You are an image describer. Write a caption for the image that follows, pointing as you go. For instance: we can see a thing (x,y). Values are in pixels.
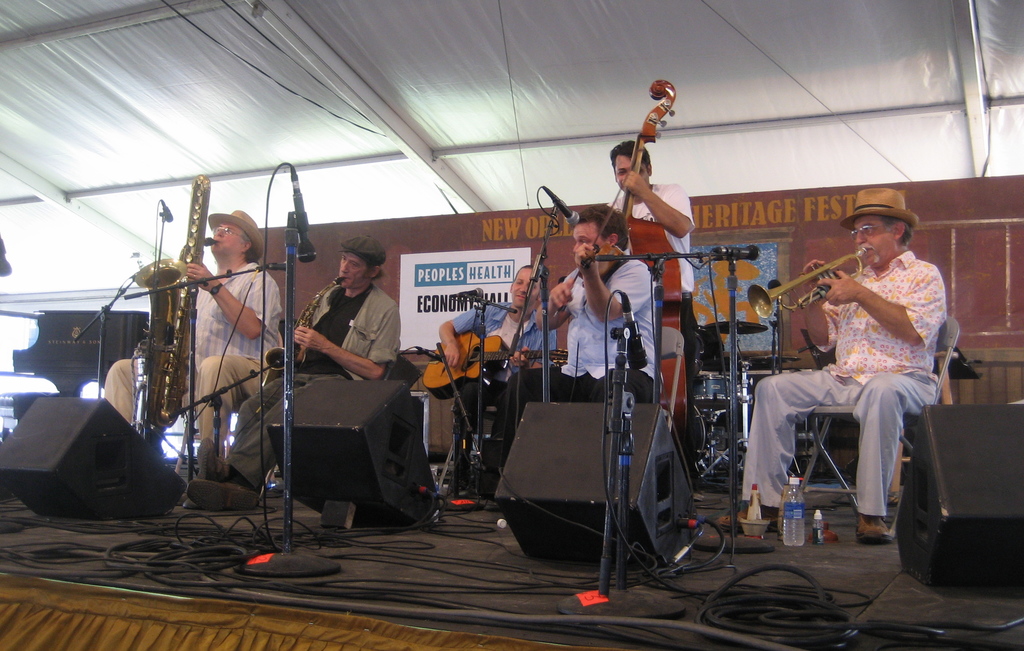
On the right side of the image (852,284) we can see this person (872,334) is playing trumpet (860,265). This person (597,329) is playing violin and this person (539,325) is playing guitar (495,362). On the left side of the image (223,298) we can see this persons (242,302) are playing saxophones (164,303). We can see a banner (464,282) in the background (438,246).
